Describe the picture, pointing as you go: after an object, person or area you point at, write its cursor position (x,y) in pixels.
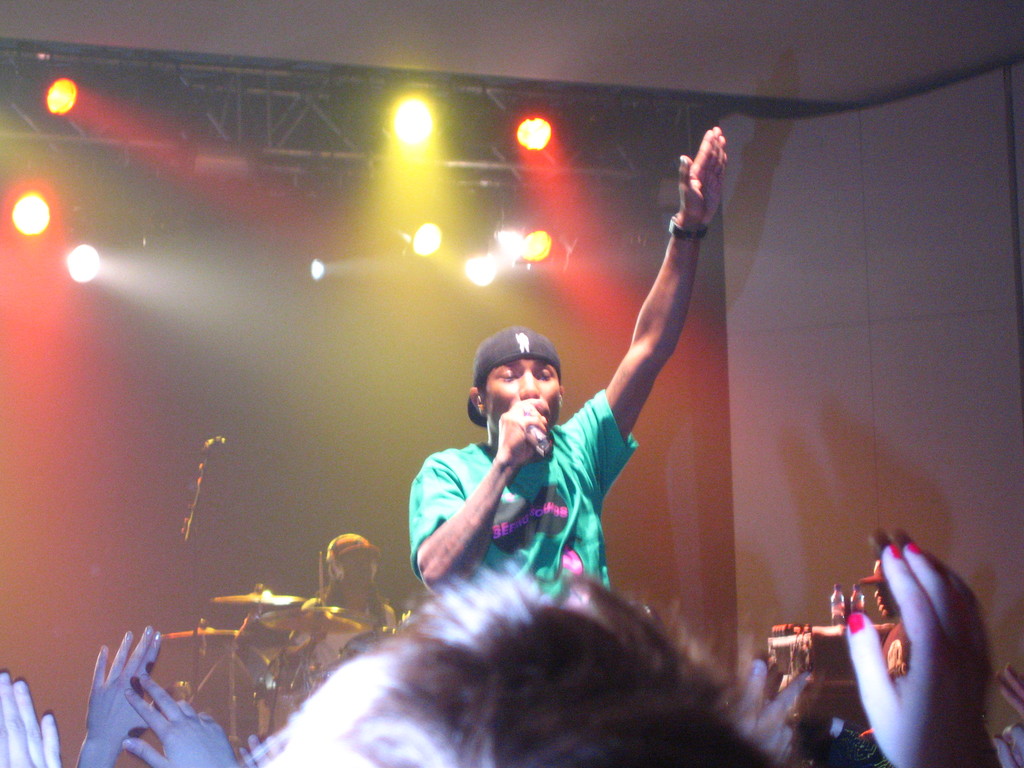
In this image I can see people (440,632) among them this man (492,548) is holding a microphone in the hand (512,448) and wearing a cap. In the background (91,255) I can see musical instruments (296,605), stage lights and other objects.
